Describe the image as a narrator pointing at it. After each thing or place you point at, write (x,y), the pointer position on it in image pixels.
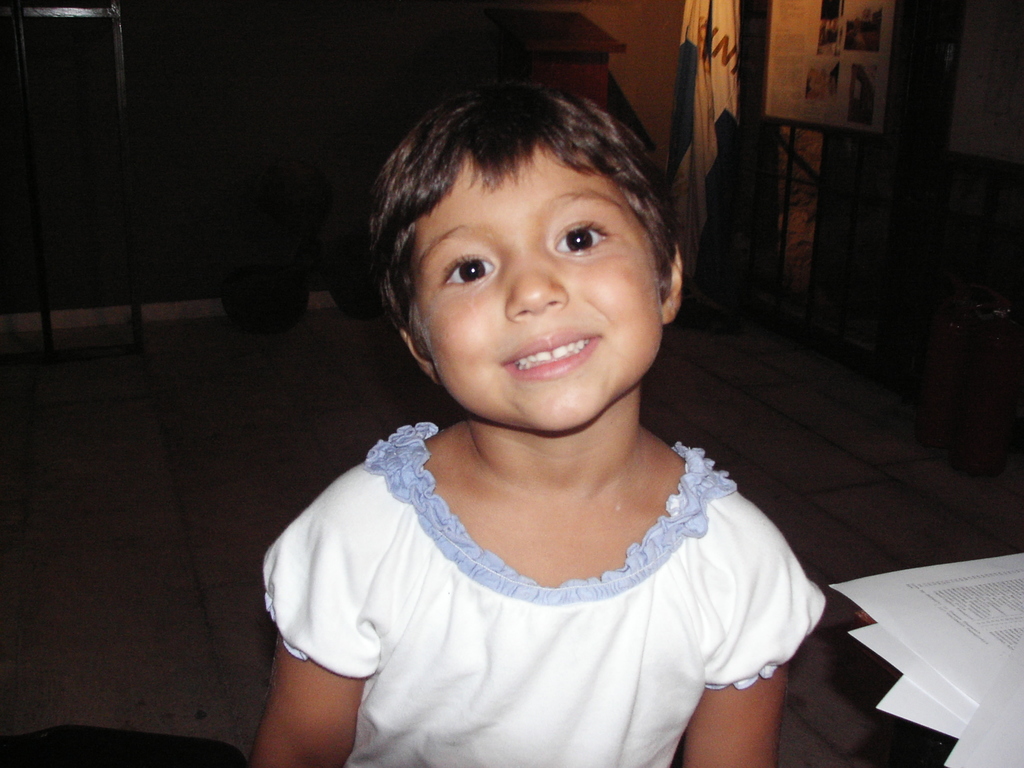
Background (826,53) portion of the picture is dark and we can see a board (842,42) and few objects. In this picture we can see a girl (287,628) is smiling. On the right side of the picture (928,583) we can see papers (974,633).
